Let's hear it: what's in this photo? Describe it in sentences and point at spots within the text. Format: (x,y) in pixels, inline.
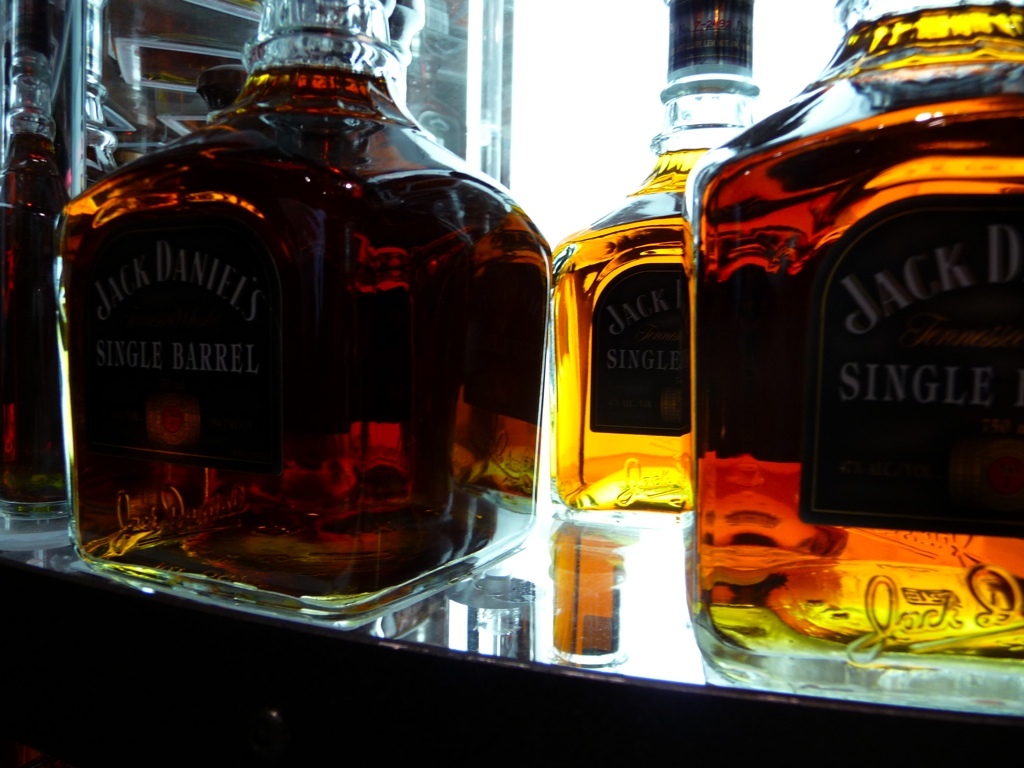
In this image I can see few glass bottles (490,334) on the table (77,582).
